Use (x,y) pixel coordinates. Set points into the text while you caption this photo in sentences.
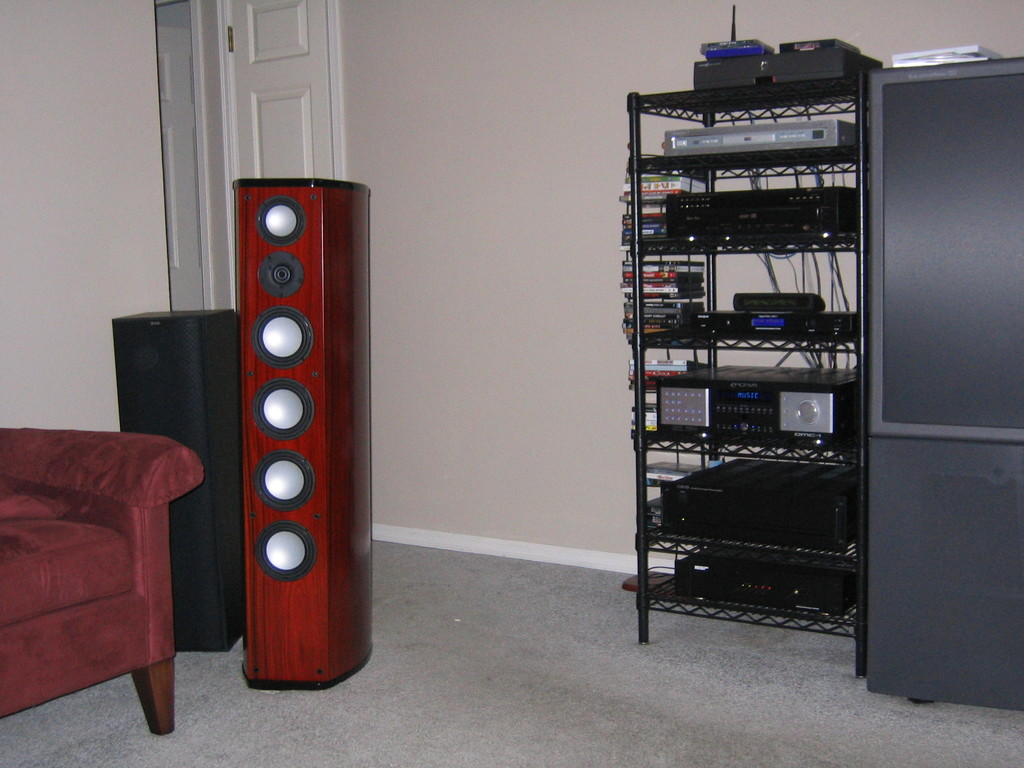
In the image we can see shelf (794,314). In shelf (786,416) we can see CD's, recorder (783,226) and some electronics (783,212), speakers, couch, door (291,99) and few more objects (903,562).
